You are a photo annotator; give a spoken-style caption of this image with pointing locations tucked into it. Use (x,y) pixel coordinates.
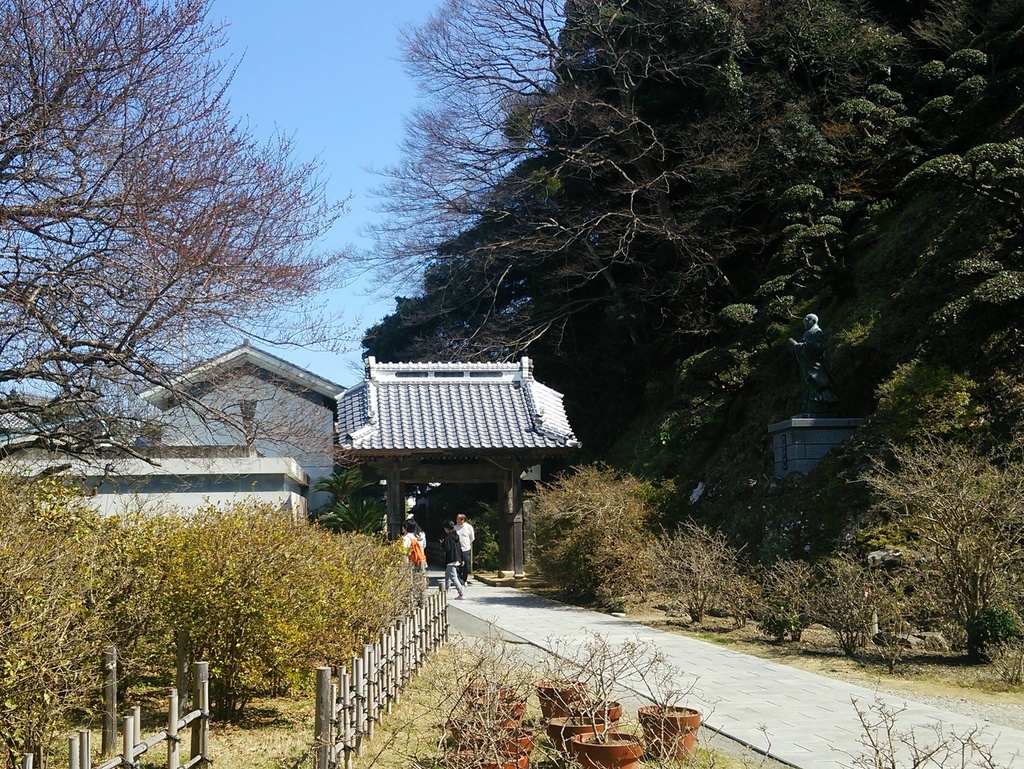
In this image we can see some plants (378,610) and trees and there are some people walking on a path (589,628) and beside the path (562,646) we can see some flower pots (595,754) and we can see the fence (427,648). On the right side (813,407), we can see a statue (807,316) and in the background (392,217), we can see the house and the sky (296,41).
